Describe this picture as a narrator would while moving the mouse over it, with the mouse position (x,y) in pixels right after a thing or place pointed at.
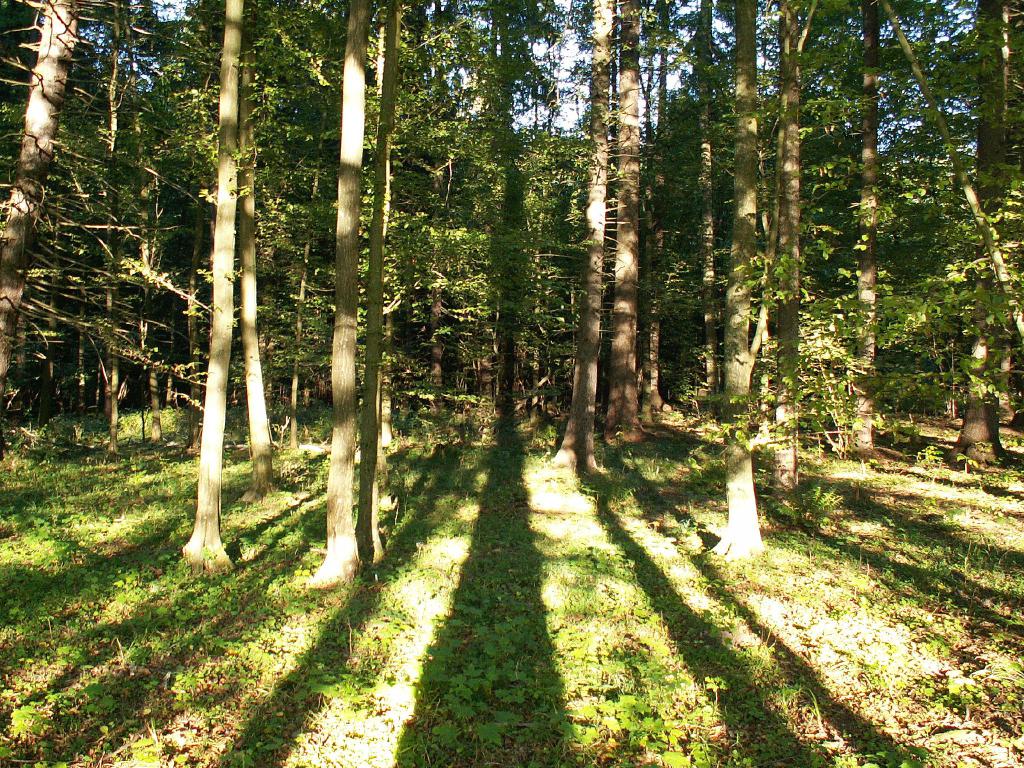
In this image there are trees (545,378). In the background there is sky (461,74). At the bottom (300,564) there is grass (505,552).
